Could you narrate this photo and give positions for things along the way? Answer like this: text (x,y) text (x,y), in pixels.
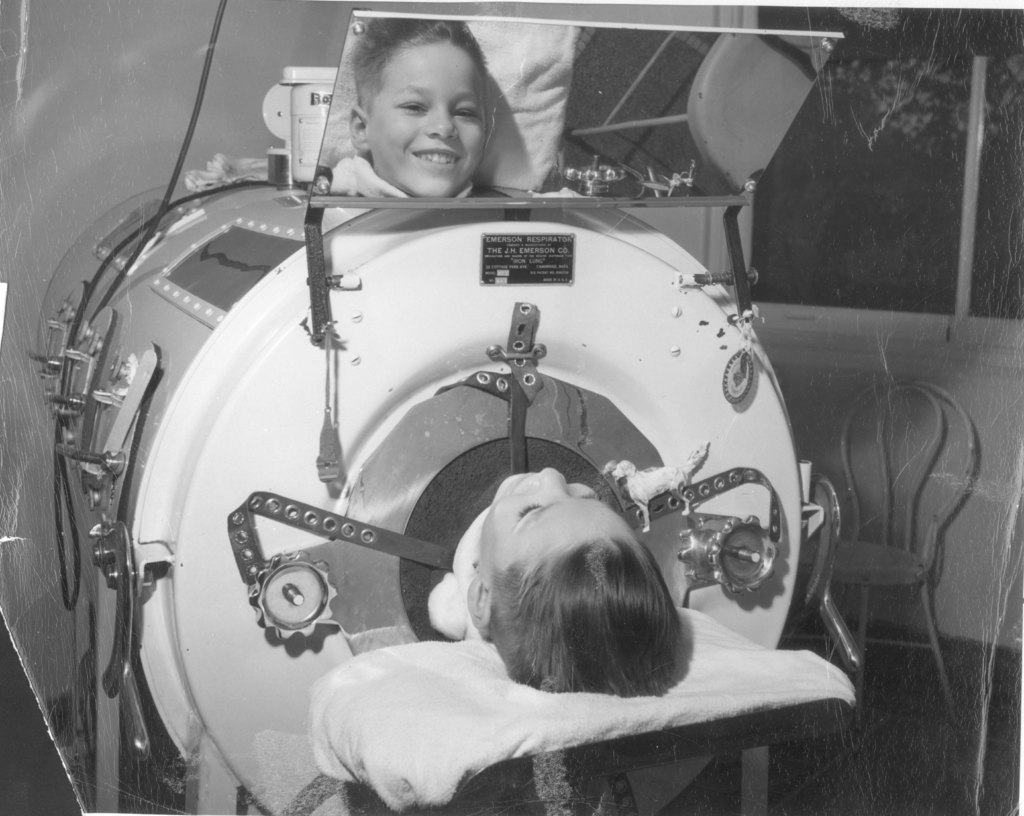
In this picture I can see a boy (539,594) lying and I can see mirror (464,157) and I can see reflection (433,155) of a boy (383,69) in the mirror (409,56) and it looks like a breathing machine (147,447).
